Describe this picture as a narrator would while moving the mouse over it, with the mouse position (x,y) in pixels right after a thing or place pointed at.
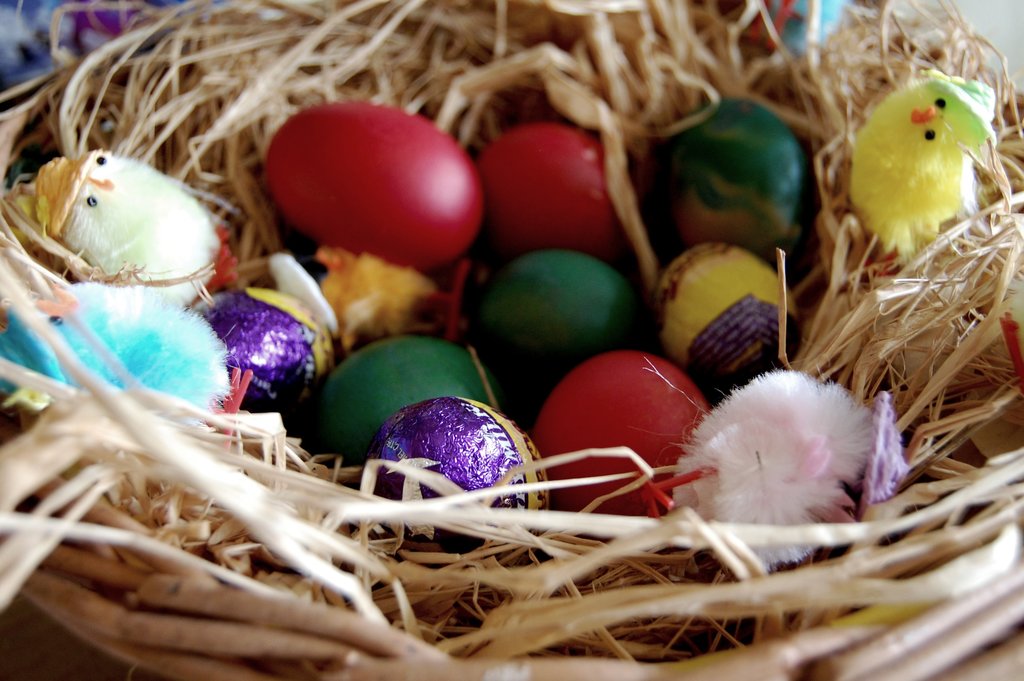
In this image I can see few colorful eggs (594,280) and few colorful toy birds (150,198) in the nest (818,333).
